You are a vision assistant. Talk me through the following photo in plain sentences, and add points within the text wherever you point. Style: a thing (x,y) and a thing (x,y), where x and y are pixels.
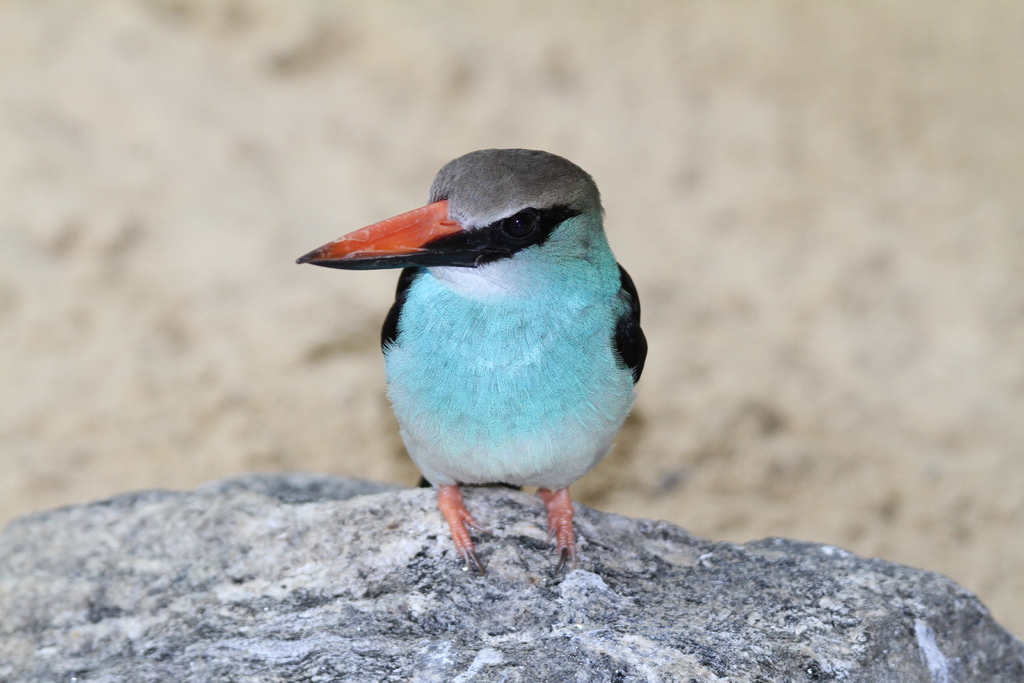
In the center of the image (501,441) we can see a bird (465,417) on the rock (530,496).
